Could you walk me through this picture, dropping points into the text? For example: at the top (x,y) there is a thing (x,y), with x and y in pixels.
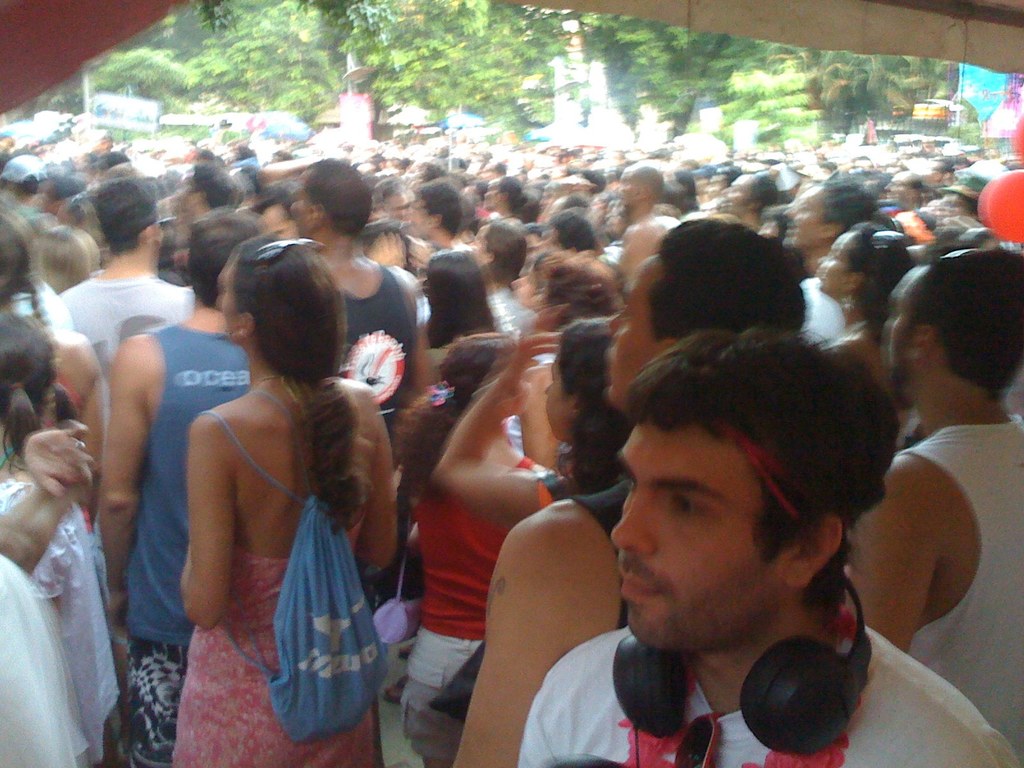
In this image we can see crowd (474,359) and there are trees (664,53). There are boards (116,101). On the right (997,207) there are balloons (991,190).
